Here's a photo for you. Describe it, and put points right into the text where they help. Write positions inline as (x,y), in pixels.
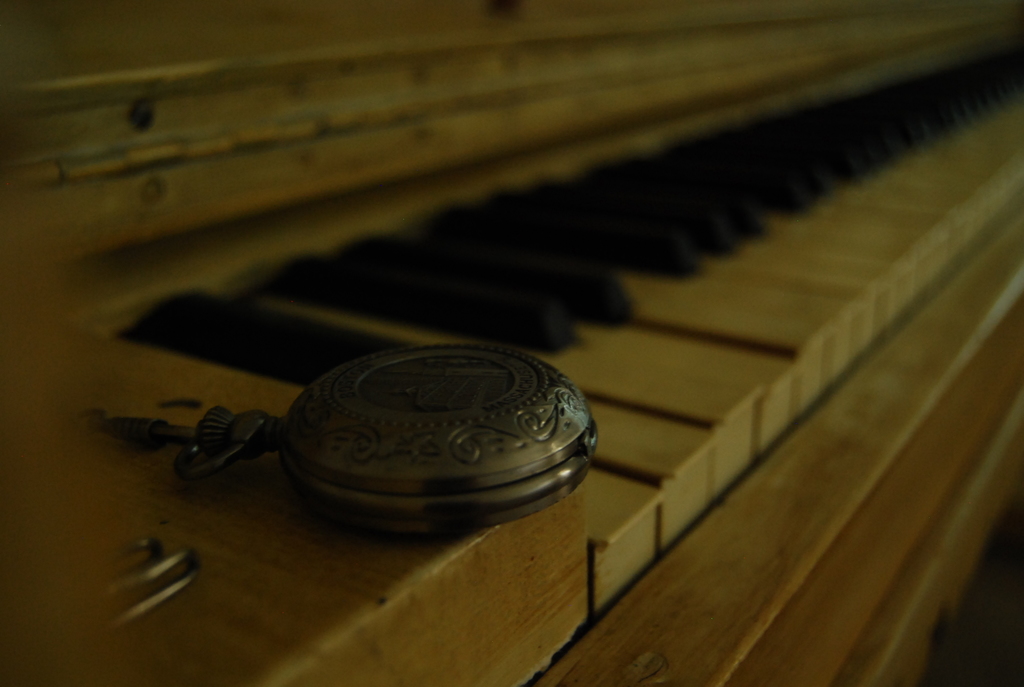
In the image we can see a piano (727,192) and this is an object (440,426) kept on piano (32,40).
